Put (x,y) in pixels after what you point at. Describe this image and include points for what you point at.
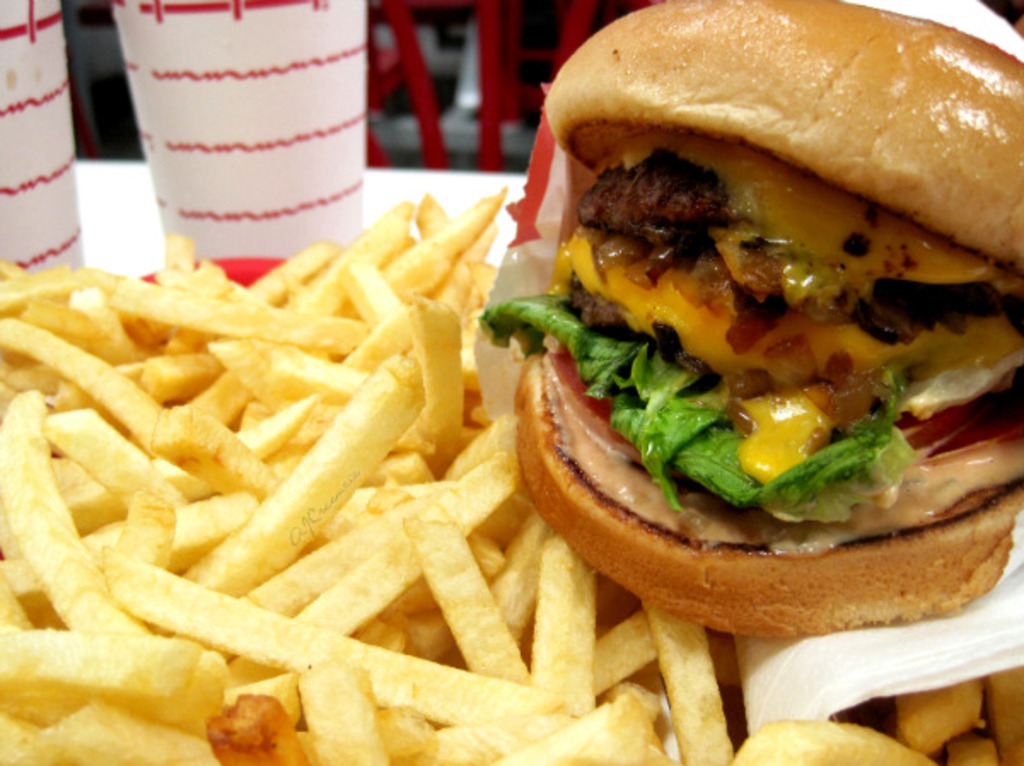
In this picture we can see a burger (806,482), tissue paper (959,660), french fries (216,546) and glasses (305,211) on the surface (442,181). In the background (448,42) we can see some objects (451,60).
